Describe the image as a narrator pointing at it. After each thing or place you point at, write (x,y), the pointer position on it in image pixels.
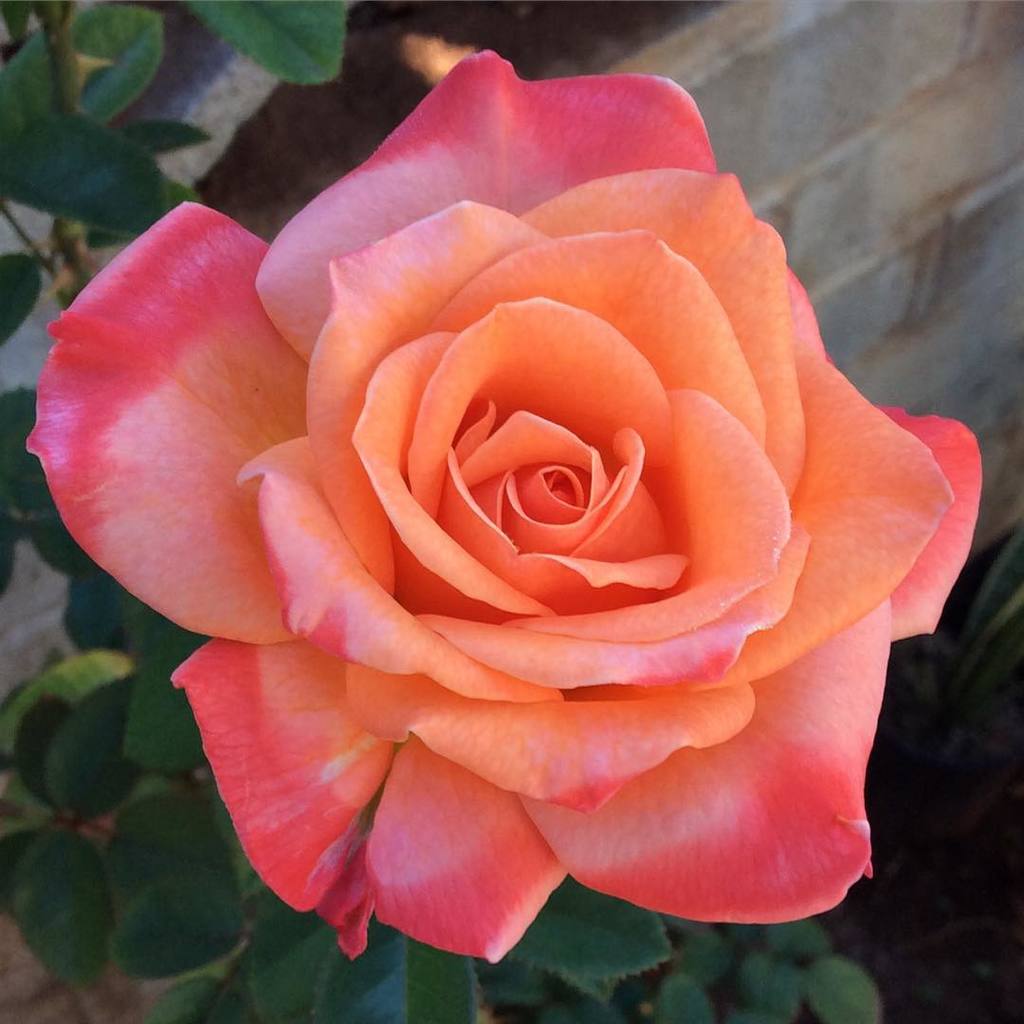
In this picture there is a flower (599,420) on the plant (126,31) and the flower (494,614) is in pink and orange color. At the back (810,217) there is a wall (920,215). At the bottom (848,1022) there is a plant (992,658).
